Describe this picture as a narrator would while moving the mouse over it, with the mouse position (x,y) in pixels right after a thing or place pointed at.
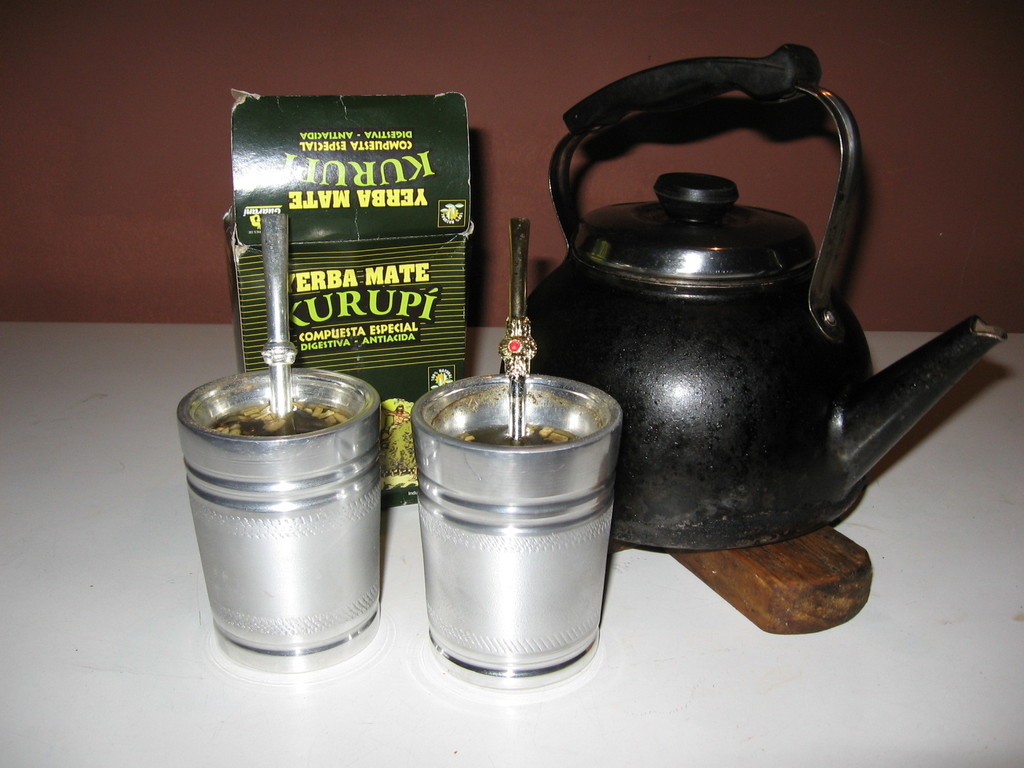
In the picture there is a teapot (741,521) and there are two glasses (507,579) beside the teapot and also a box (305,182) which is opened and behind the tea pot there is a wall (315,22).
